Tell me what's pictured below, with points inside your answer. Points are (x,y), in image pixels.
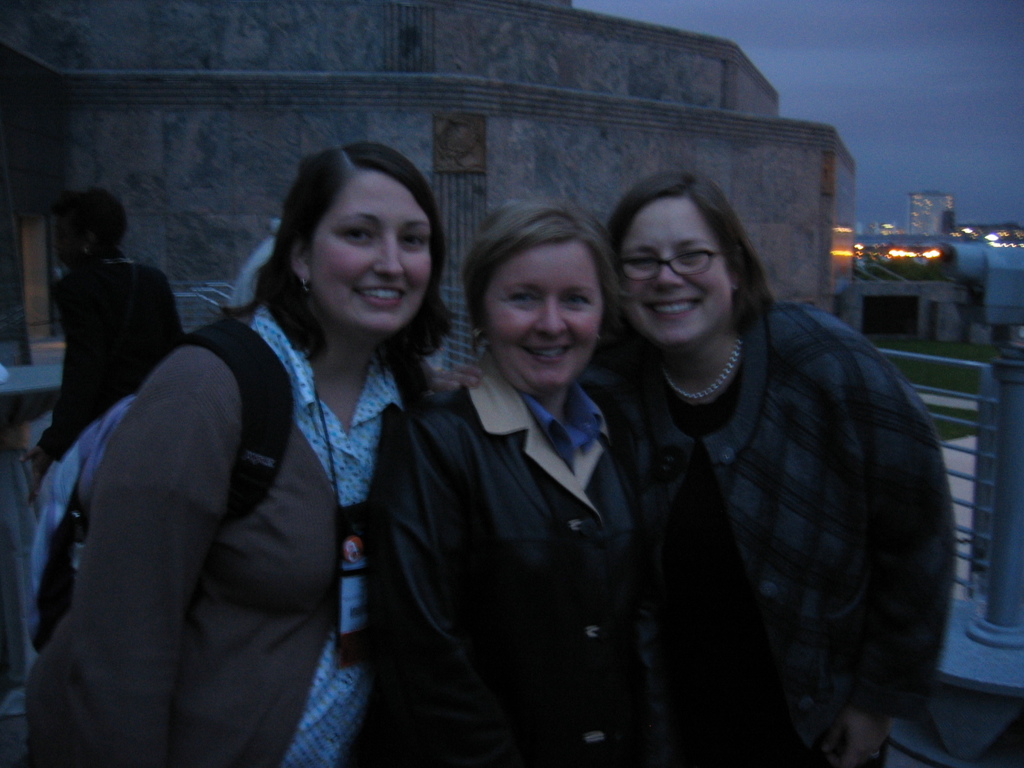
In the image we can see there are three women (538,438) standing, they are wearing clothes (582,523). This woman (668,534) is wearing spectacles (690,260) and neck chain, and other woman (294,356) is carrying a bag (273,383) on her back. Behind them there is another person (74,324), wearing cloth (109,338), this is a grass (952,382), fence (936,358), building (817,215) and a sky (864,49).
